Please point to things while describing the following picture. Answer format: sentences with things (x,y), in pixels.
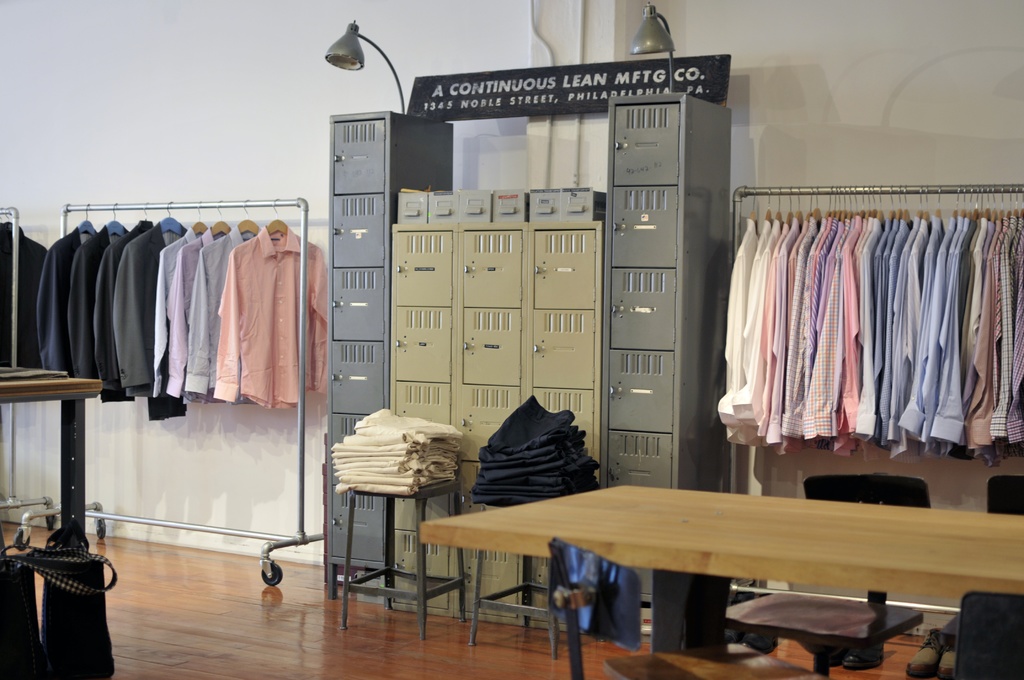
This image consists of a room (213,432). In which there are many shirts (947,293) hanged to a stand (16,258). In the middle (484,373), there are lockers (413,510) and clothes (402,491) kept on the stools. At the bottom (273,632), there is a floor (296,630). In the background (359,88), there is a wall (589,29) along with lights (391,62).
